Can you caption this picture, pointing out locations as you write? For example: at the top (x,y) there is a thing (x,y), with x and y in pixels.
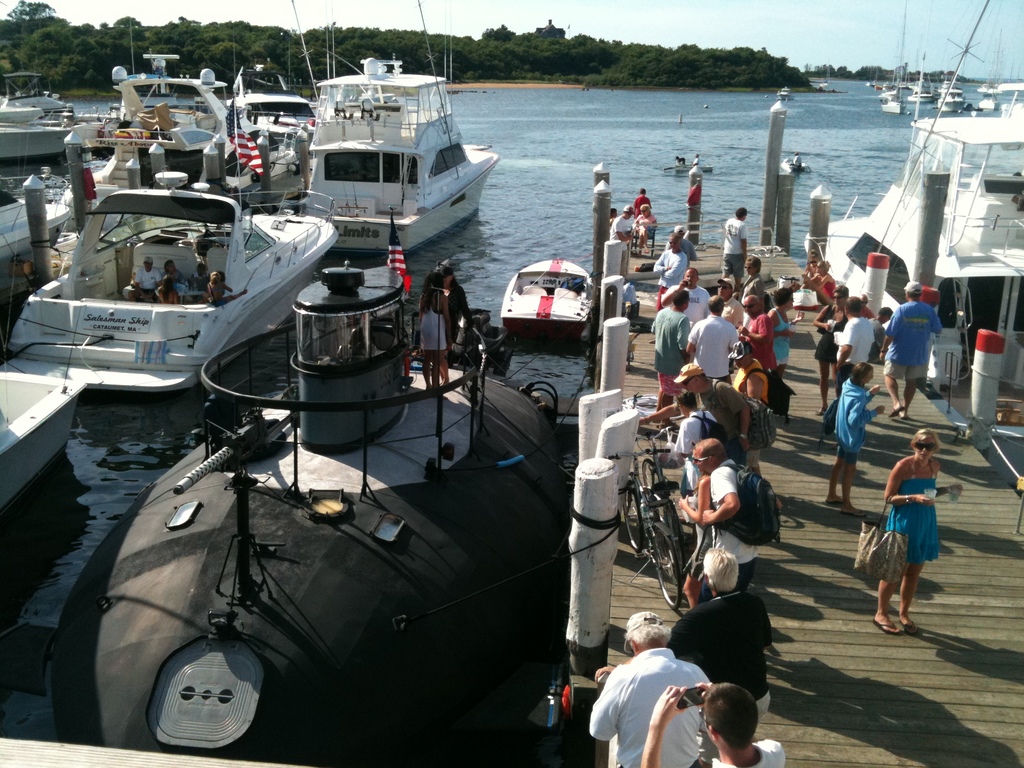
On the left side (334,232), there are boats (525,302) on the water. On the right side (882,226), there are persons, a bicycle (645,561) and poles (591,419) on a platform (1013,612) and boats (967,156) on the water (904,120). In the background (900,60), there are trees (669,62) and there are clouds (849,15) in the sky (849,15).
